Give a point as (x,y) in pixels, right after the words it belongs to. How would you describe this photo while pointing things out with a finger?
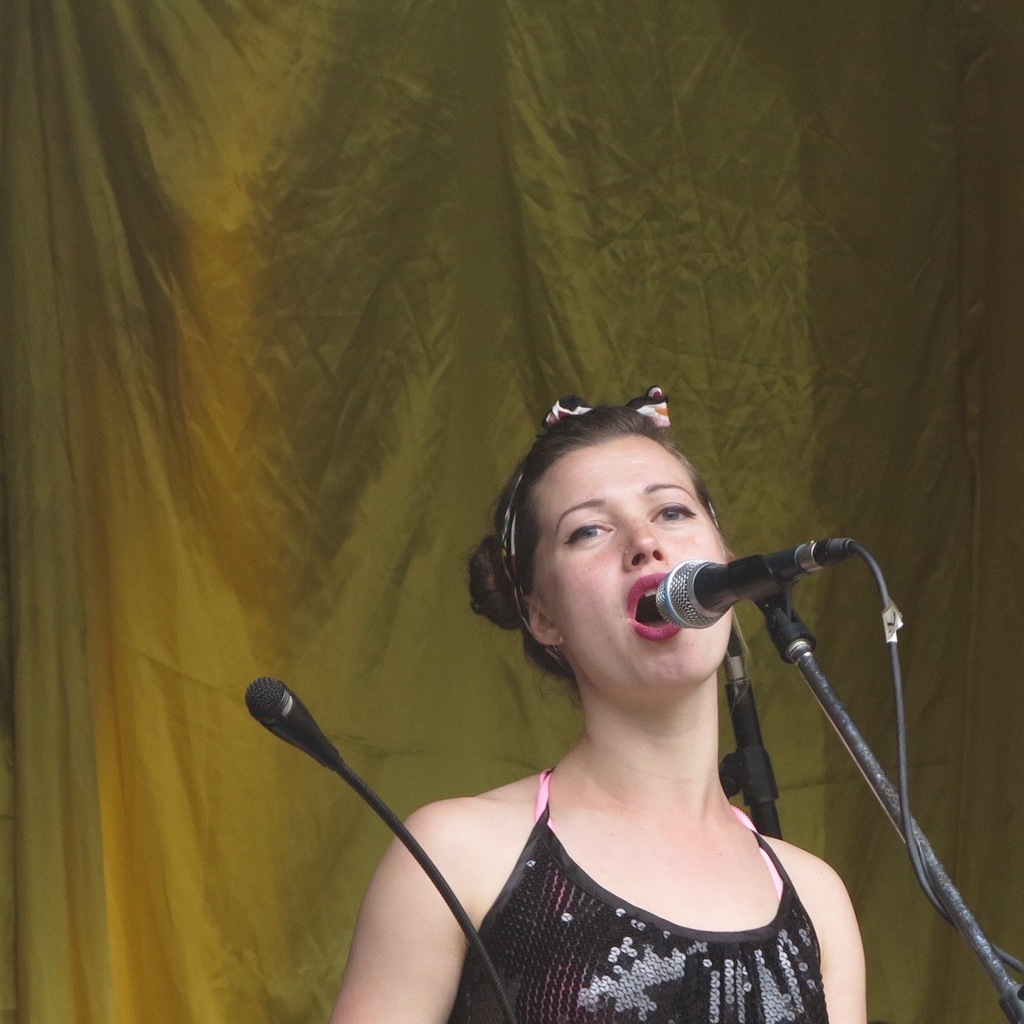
In this image there is a woman (541,582) singing in front of a mic (741,573), behind the woman (644,903) there is a curtain (315,616).
